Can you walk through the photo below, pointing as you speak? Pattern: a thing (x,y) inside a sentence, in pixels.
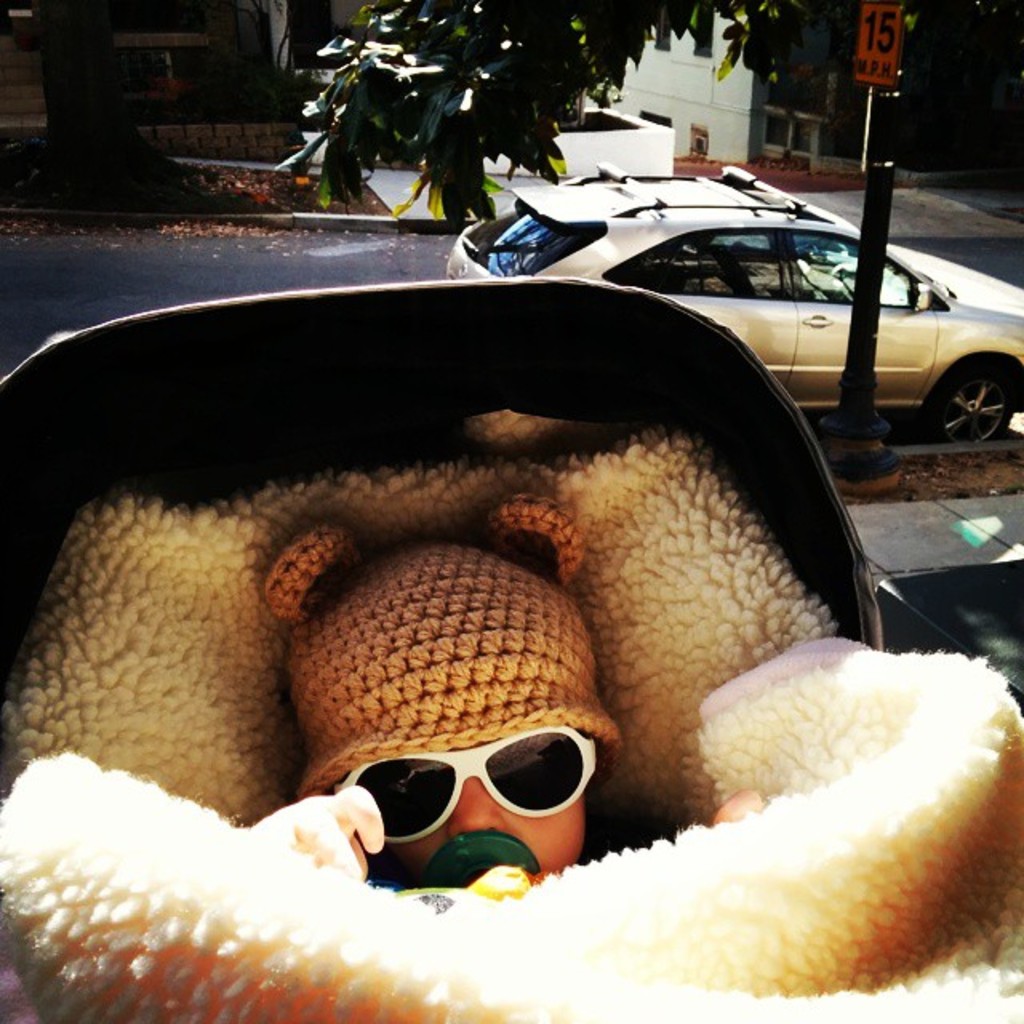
This is a small baby (557,848) sleeping in the stroller (265,431). This baby (570,693) wore a cap (501,695) and goggles (489,752). This looks like a blanket (342,881). Here is a car (721,247) on the road (435,267). I can see a signboard (859,55) attached to the pole (876,345). This looks like a tree (372,91). In the background (686,117), I can see a building (707,98).
